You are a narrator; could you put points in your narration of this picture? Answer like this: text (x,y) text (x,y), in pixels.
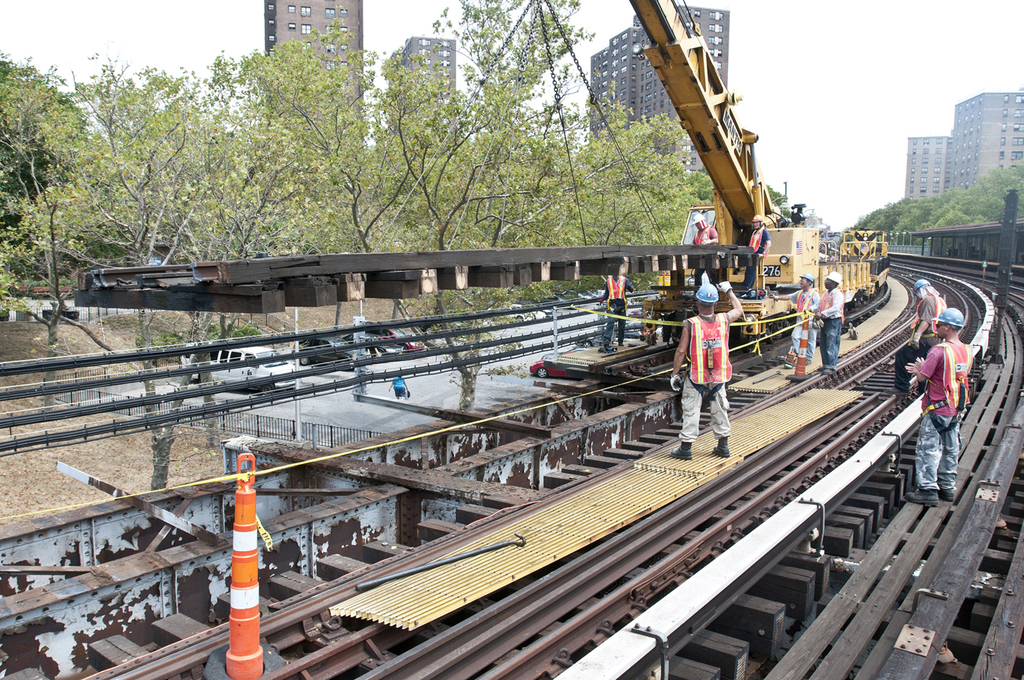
In this image there are few people (965,390) working on the railway tracks (807,434), there is a crane (750,320), few vehicles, a fence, few trees (260,249), buildings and the sky (863,38).
